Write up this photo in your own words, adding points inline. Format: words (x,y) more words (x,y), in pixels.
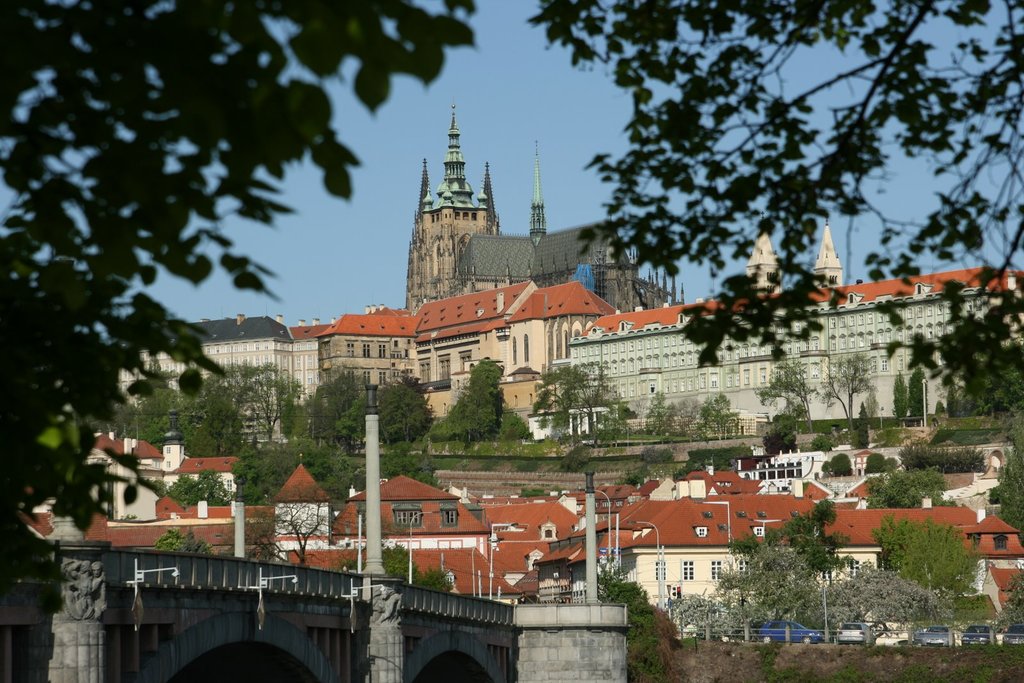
In the center of the image (456,275) there are buildings (519,344) and trees (952,413). At the bottom (227,643) there is a bridge (359,645) and we can see poles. On the right (803,630) there are cars (937,636) on the road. In the background (475,158) there is sky (398,142).
